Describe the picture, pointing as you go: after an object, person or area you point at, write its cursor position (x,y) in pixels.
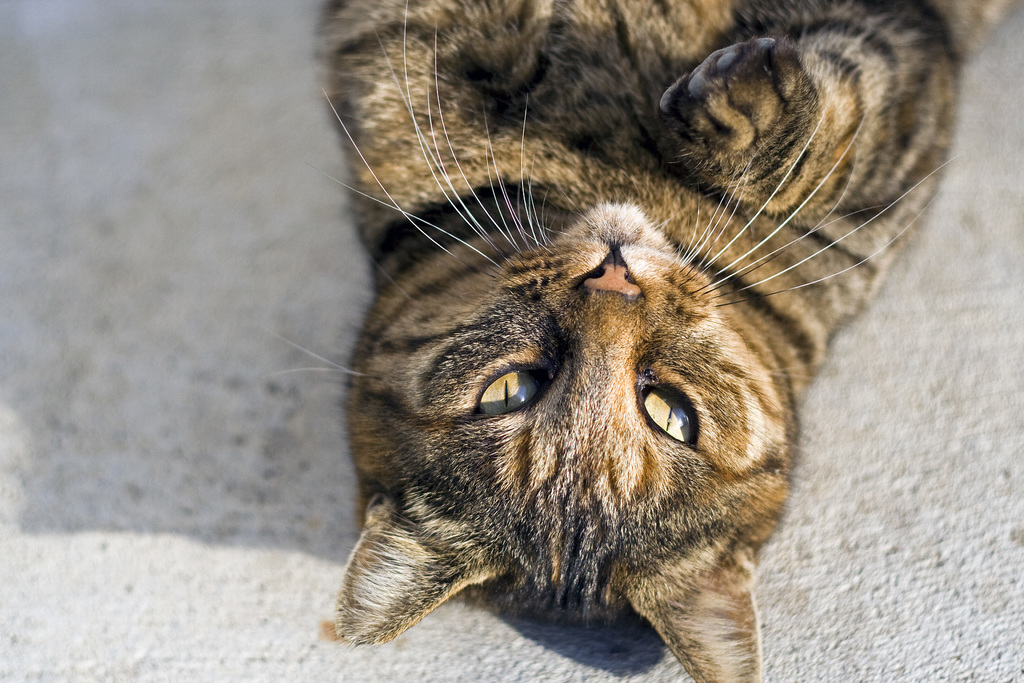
In this image a cat (417,335) is lying on the floor (903,553).
